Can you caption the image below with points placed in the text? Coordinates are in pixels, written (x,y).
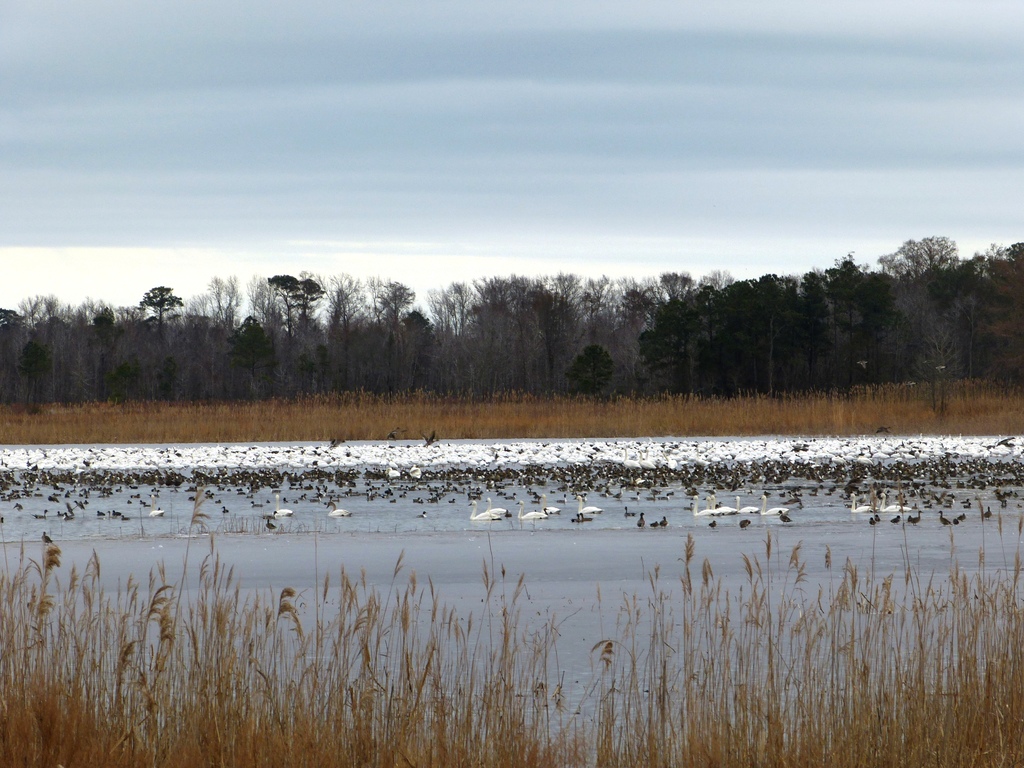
This is an outside view. At the bottom (627,740) there is grass (343,725). In the middle of the image (521,494) there is a river (615,539) and I can see many birds (125,477) on the water (478,524). In the background (415,348) there are trees (752,346). At the top of the image (447,142) I can see the sky (506,142).
